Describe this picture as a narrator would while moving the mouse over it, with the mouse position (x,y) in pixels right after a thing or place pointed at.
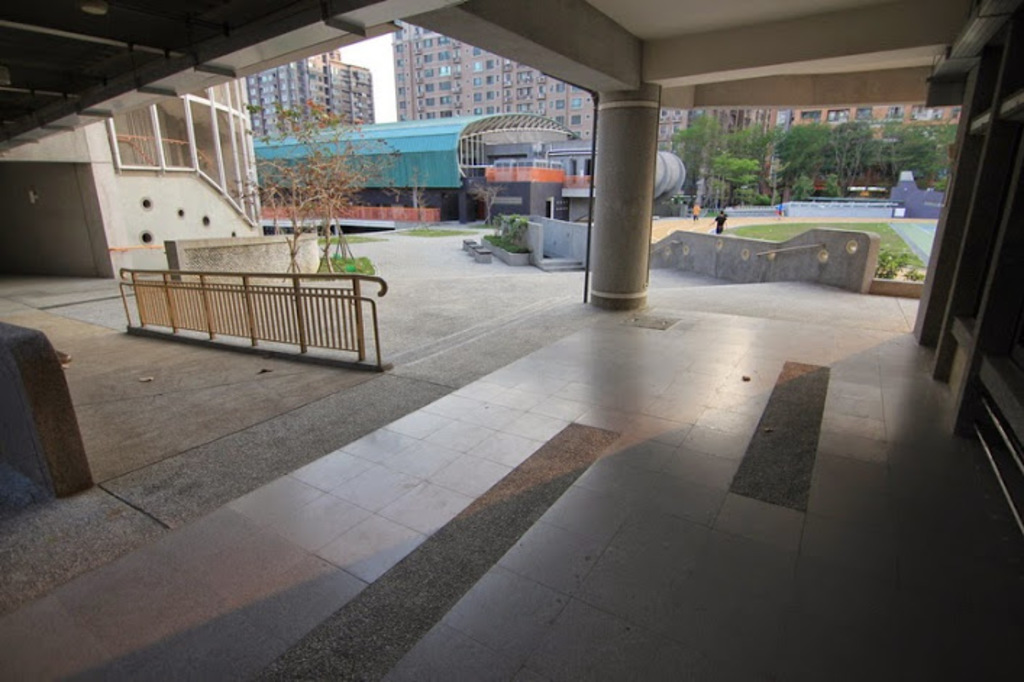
In the picture we can see a house building (1005,227) with a roof (77,101) outside with pillars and behind it, we can see some railing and behind it, we can see some plants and in the background (277,150), we can see some people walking on the path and trees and we can also see some buildings (480,177) with a window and sky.
